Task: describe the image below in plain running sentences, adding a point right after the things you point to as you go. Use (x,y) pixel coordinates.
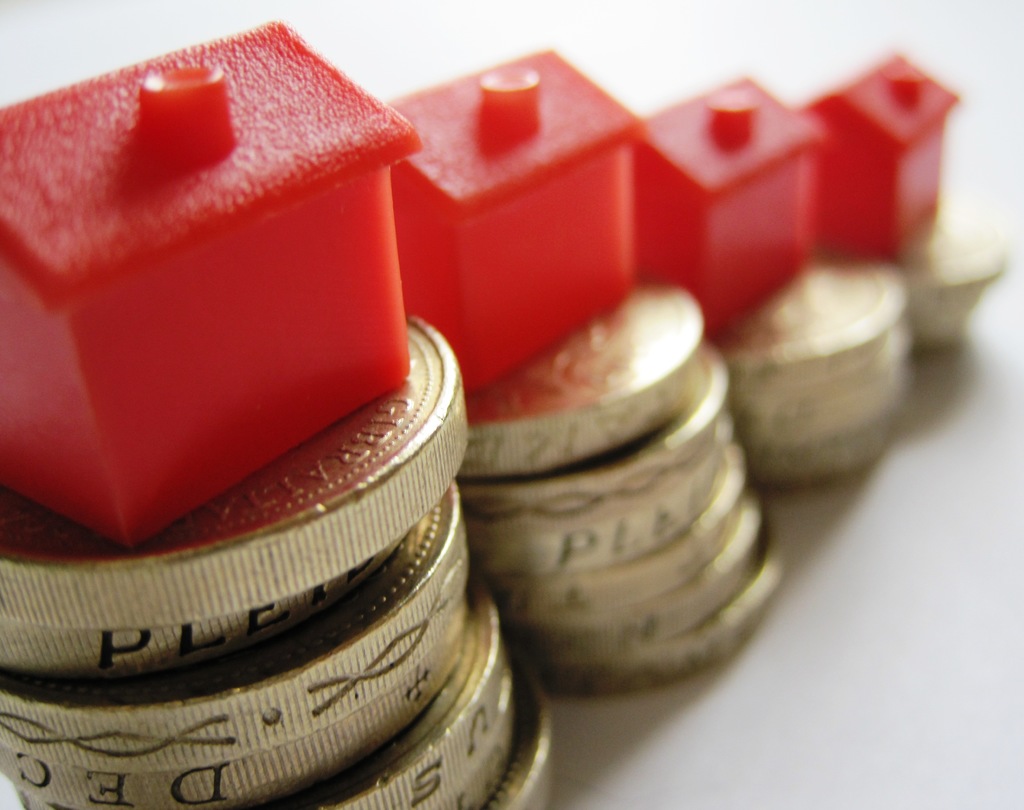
In this picture I can see there are red toys (201,457) placed on the coins (763,551) and they are placed on a white surface (820,572).
